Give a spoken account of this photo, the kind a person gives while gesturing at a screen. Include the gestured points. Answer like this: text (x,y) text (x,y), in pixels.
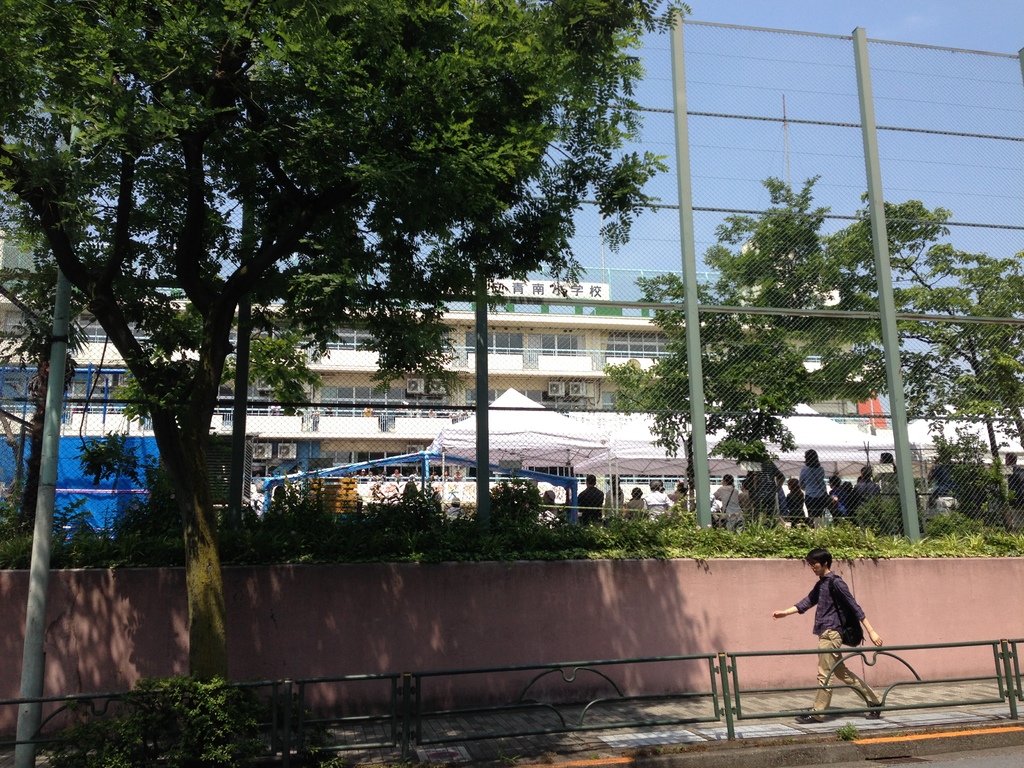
In this picture there is a man (833,624) who is wearing shirt (827,596), bag (855,625), trouser (823,678) and shoe (809,719). He is walking on the street (988,711), beside him we can see the fencing (966,644). In the center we can see the group of persons (651,514) were standing near to the tent (842,440). In the background (519,361) we can see building (517,376). On the right (731,121) we can see poles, trees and steel fencing (235,426). In the top right corner (779,10) there is a sky (761,15).
